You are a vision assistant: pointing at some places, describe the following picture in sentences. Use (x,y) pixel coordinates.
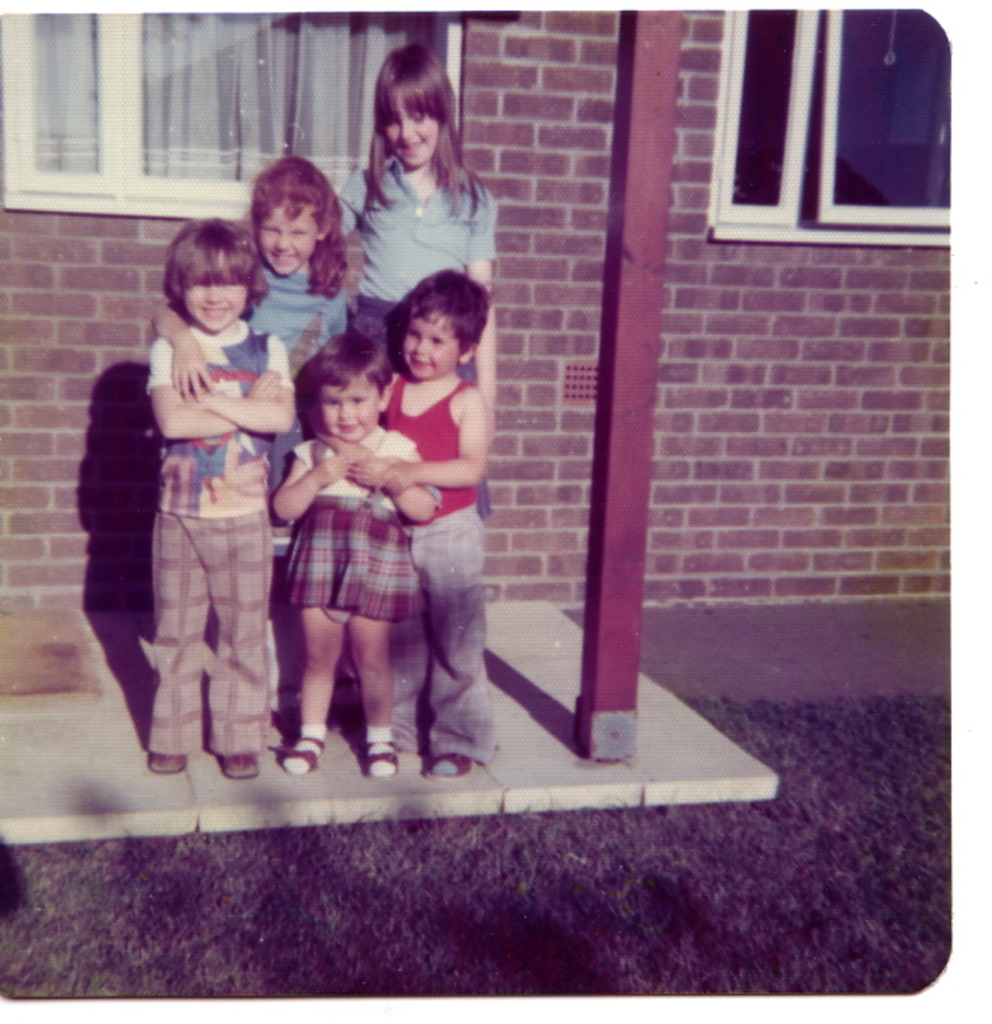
In this image I can see group of people (403,587) standing. The person (436,572) in front (437,433) wearing red color shirt (437,420), gray pant (462,614). At right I can see a red color pillar (637,579), at the background (587,114) the wall (566,104) is in brown color and I can also see a window (219,97).
